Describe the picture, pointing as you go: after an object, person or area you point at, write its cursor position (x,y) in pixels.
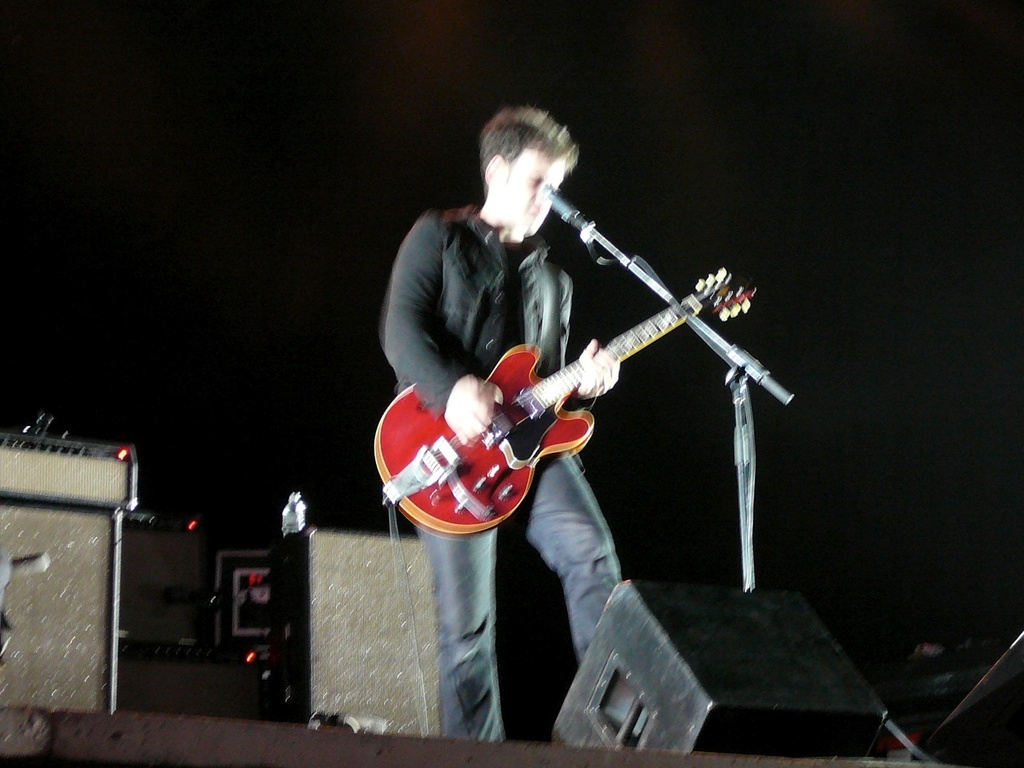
The background of the picture (991,190) is very dark. These are the devices (222,594). Here we can see one man (463,697) standing and playing a guitar (550,436). He wore black jacket (469,302). This is a mic (569,215).
